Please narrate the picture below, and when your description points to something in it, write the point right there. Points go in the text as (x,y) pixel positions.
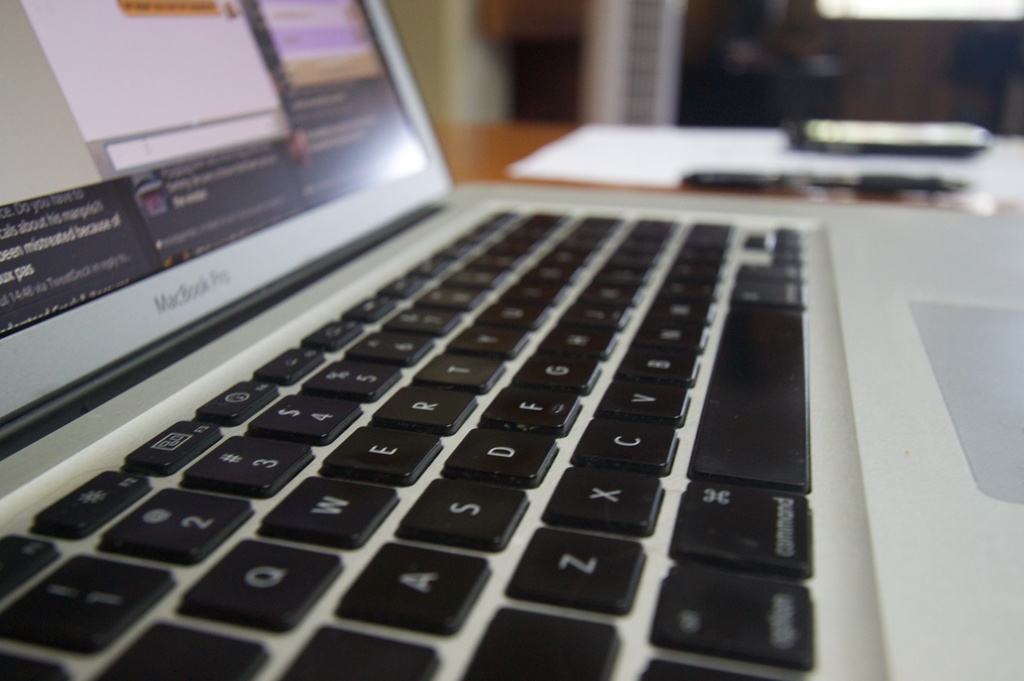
There is a laptop (440,351), which is on the table (501,160), on which, there are other objects (646,125). In the background (559,87), there are other objects (785,37).
